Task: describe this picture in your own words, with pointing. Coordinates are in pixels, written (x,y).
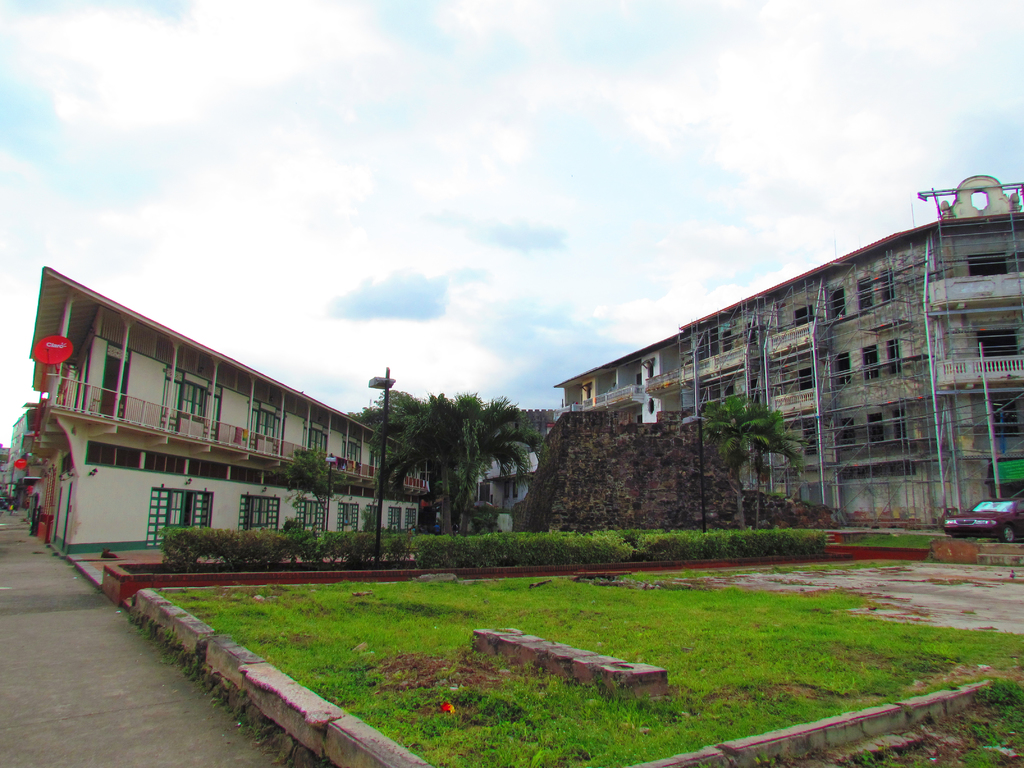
In this image we can see there are buildings (242,409) and a wall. And there are trees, grass (626,618), light pole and the vehicle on the ground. And at the top (449,184) there is a sky (423,367).
